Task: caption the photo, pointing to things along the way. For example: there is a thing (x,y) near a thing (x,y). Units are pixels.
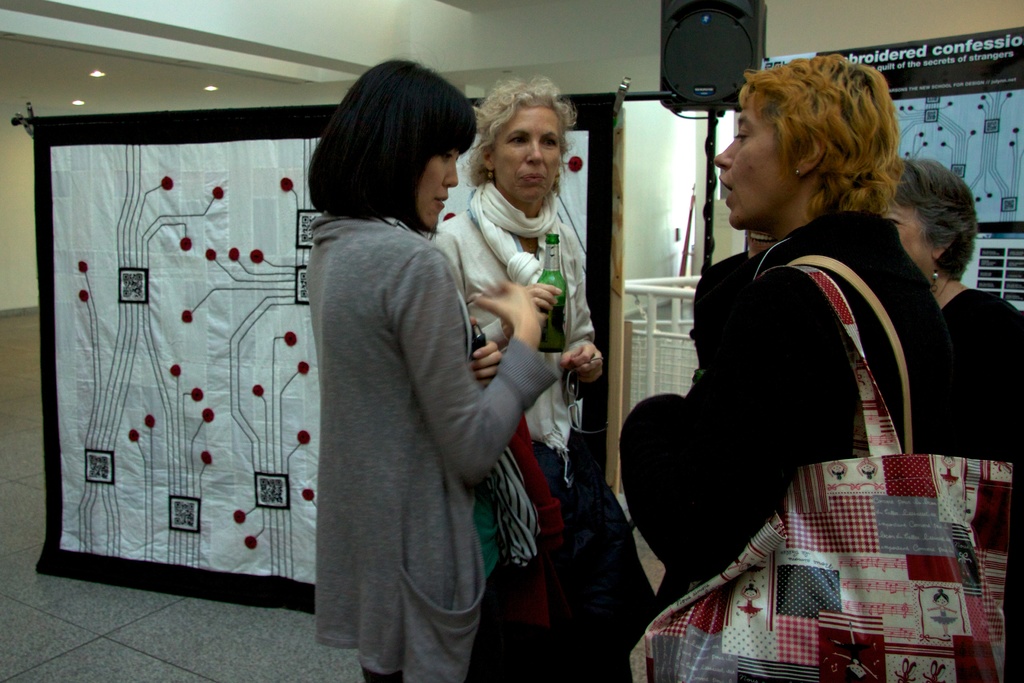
In the image there are group of people (580,457) standing and wearing their handbags (845,522), glasses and holding a bottle (558,265). On right side (960,137) there is a hoarding (968,124), speakers (710,67). On left side (77,287) there is a curtain (249,346), in background (536,52) there is a wall (479,52) which is in white color.
